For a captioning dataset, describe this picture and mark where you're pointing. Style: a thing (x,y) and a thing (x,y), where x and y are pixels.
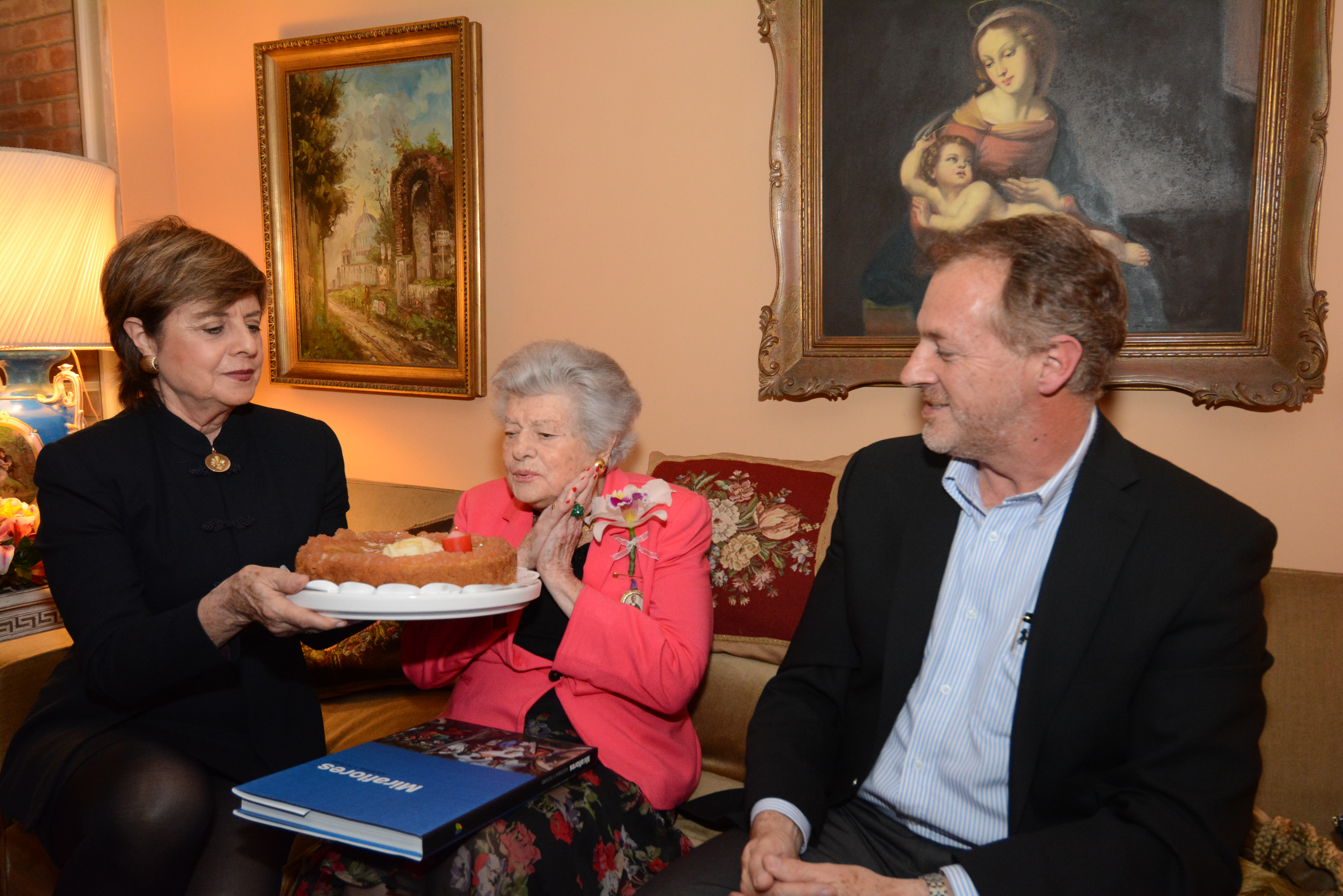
In this image we can see three persons (531,837) sitting on the sofa (411,690), among them one person (345,625) is holding a plate (348,609) with a cake (385,543), there are some photo frames (776,358) on the wall (698,256), also we can see a table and the book (446,797).
